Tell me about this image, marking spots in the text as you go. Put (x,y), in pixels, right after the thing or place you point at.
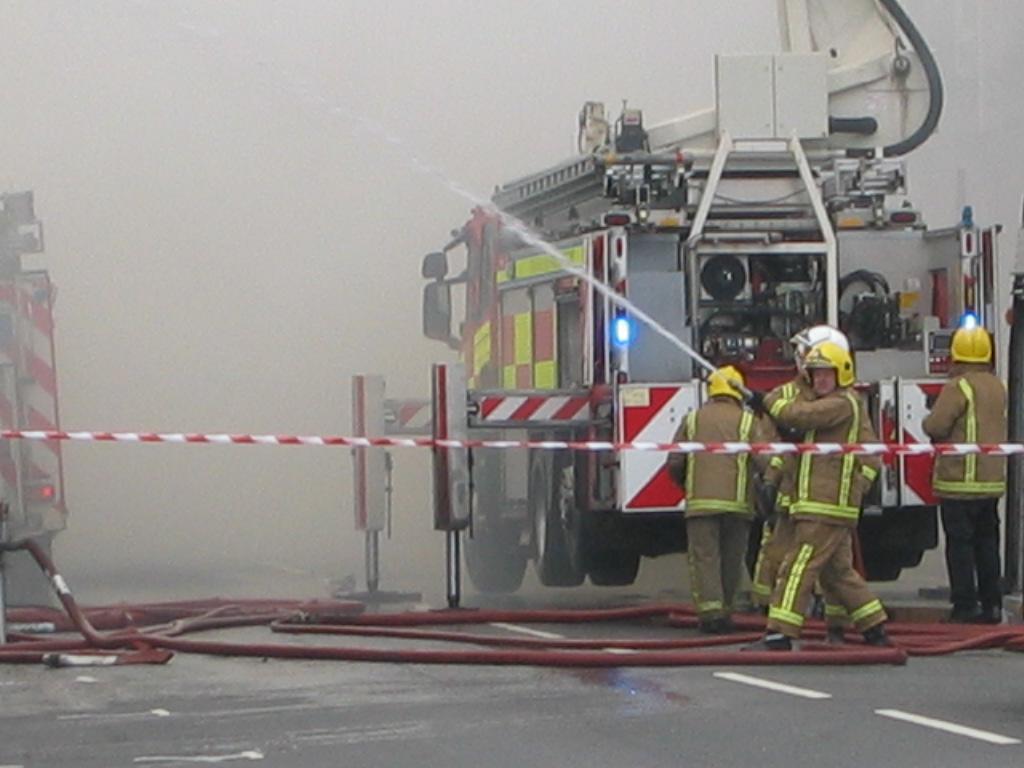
In this image I can see a vehicle (688,250), back side of vehicle (996,363) I can see rope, four person (990,424) and one person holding a pipe (743,385), there are some pipes (197,602) visible on road (453,757), on the left side (5,512) I can see a vehicle part (27,489).
